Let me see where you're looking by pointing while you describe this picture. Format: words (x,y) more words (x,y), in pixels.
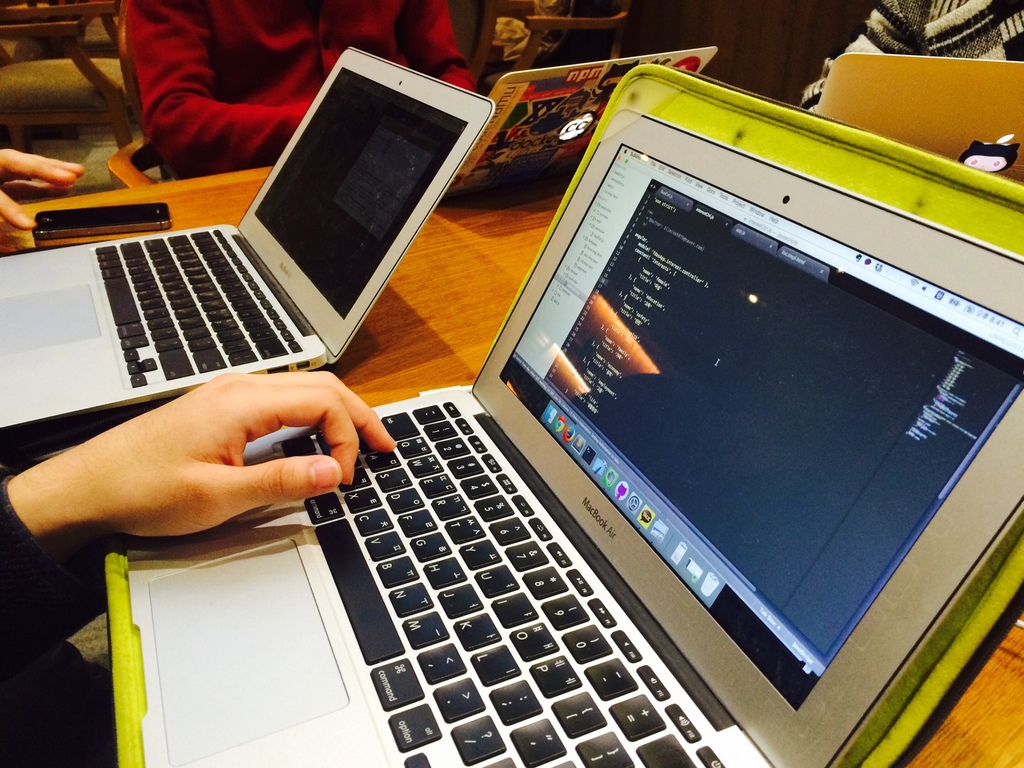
In this picture we can see a few laptops (336,206) and a phone (114,218) on a wooden table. There are few people (329,16) and a chair (107,91) is visible in the background (107,91).
